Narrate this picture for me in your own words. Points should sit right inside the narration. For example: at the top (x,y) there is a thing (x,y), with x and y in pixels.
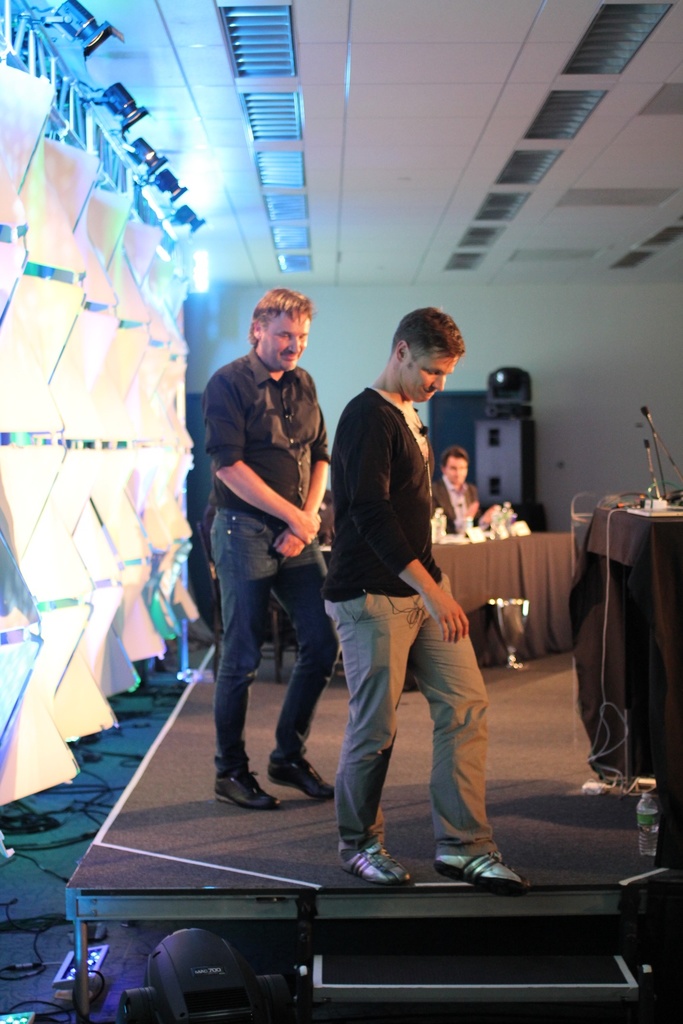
In this image I can see two men (270,337) are standing and I can see both of them are wearing black dress (241,371) and shoes (438,856). I can also see few mics (651,463) here and in the background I can see one more person (472,496). On left side of this image (127,339) I can see number of white colour things (128,232) and few lights (181,216). I can also see a water bottle (644,820) over here.
